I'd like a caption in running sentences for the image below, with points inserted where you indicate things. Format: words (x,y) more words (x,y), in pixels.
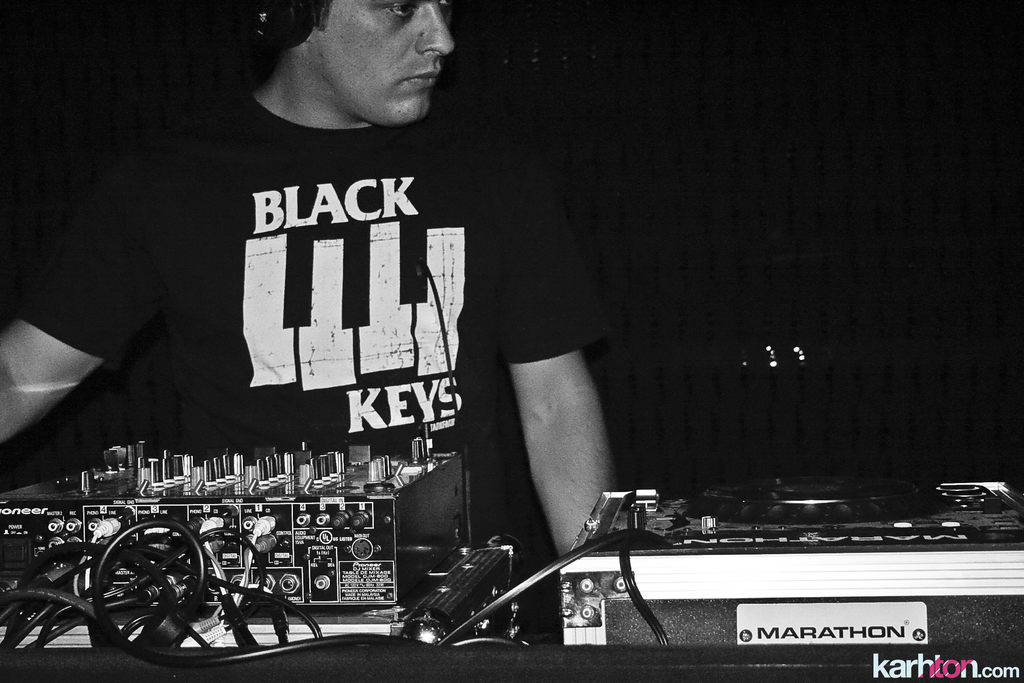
In this black and white image, we can see music mixers (704,518). There is a person (378,285) in the middle of the image (416,249) wearing clothes (472,347).
